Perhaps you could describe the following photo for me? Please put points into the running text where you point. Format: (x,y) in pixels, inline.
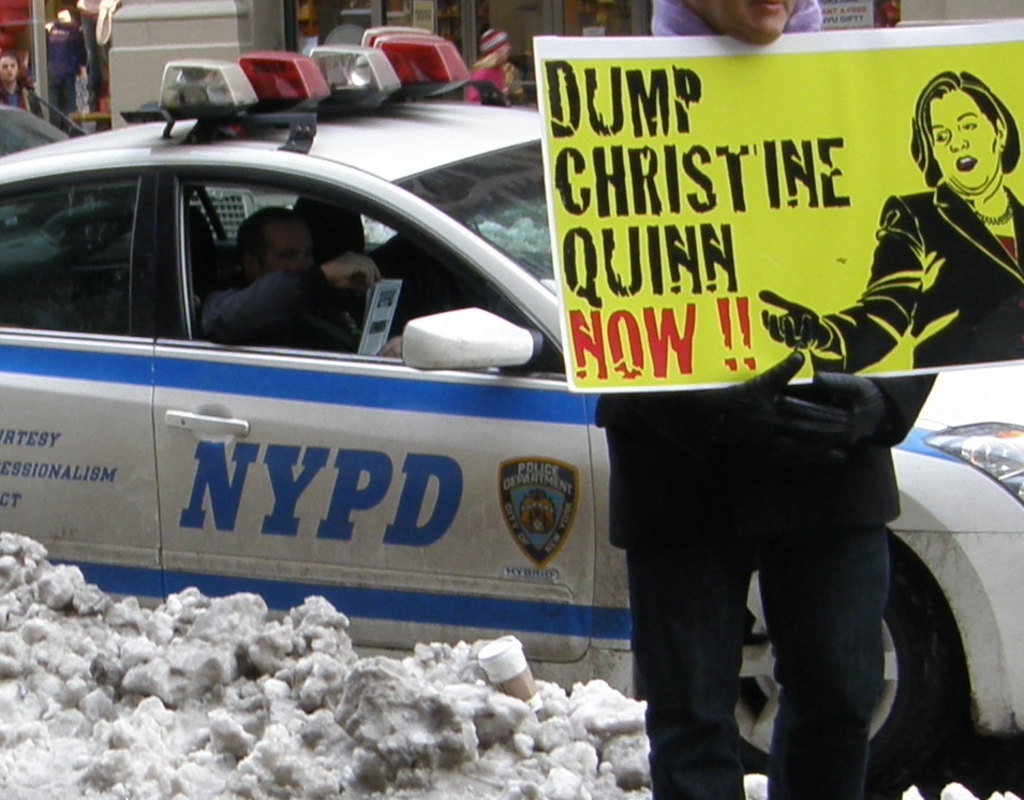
This is the picture of a person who is holding the note (719,377) and beside him there is a car (121,320) and some snow (243,665) on the floor (300,680).
